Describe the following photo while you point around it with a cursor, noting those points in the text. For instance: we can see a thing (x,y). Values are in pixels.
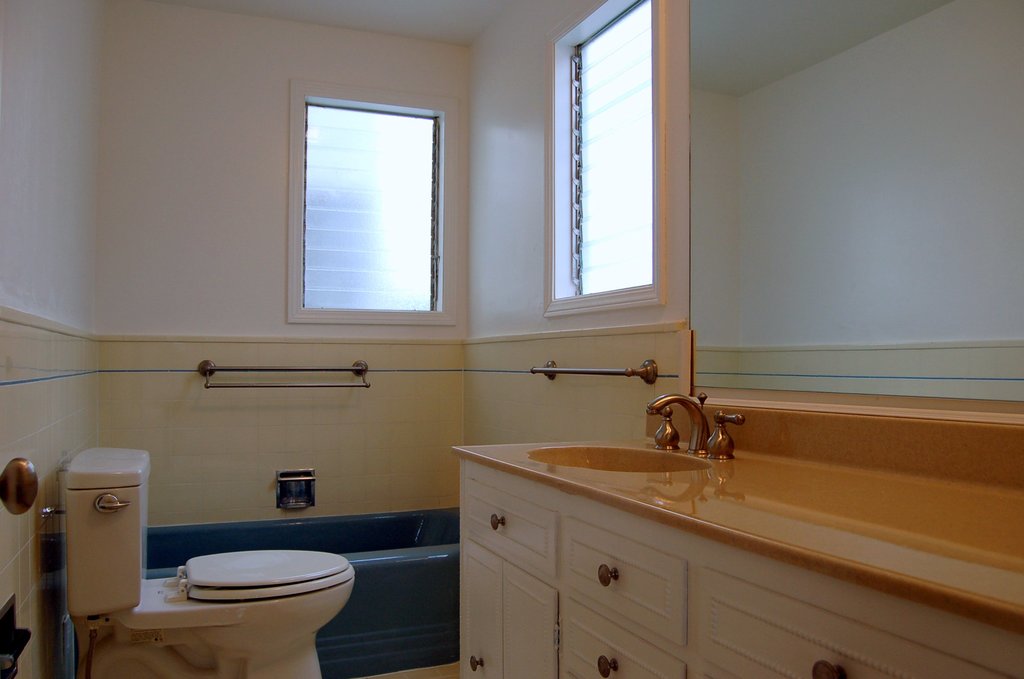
This picture is in the bathroom (414,425) where I can see wash basin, taps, wooden drawers (527,560), commode (253,612), flush tank (104,595), stand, bathtub (427,515) and glass ventilators (344,304) in the background (430,245).
